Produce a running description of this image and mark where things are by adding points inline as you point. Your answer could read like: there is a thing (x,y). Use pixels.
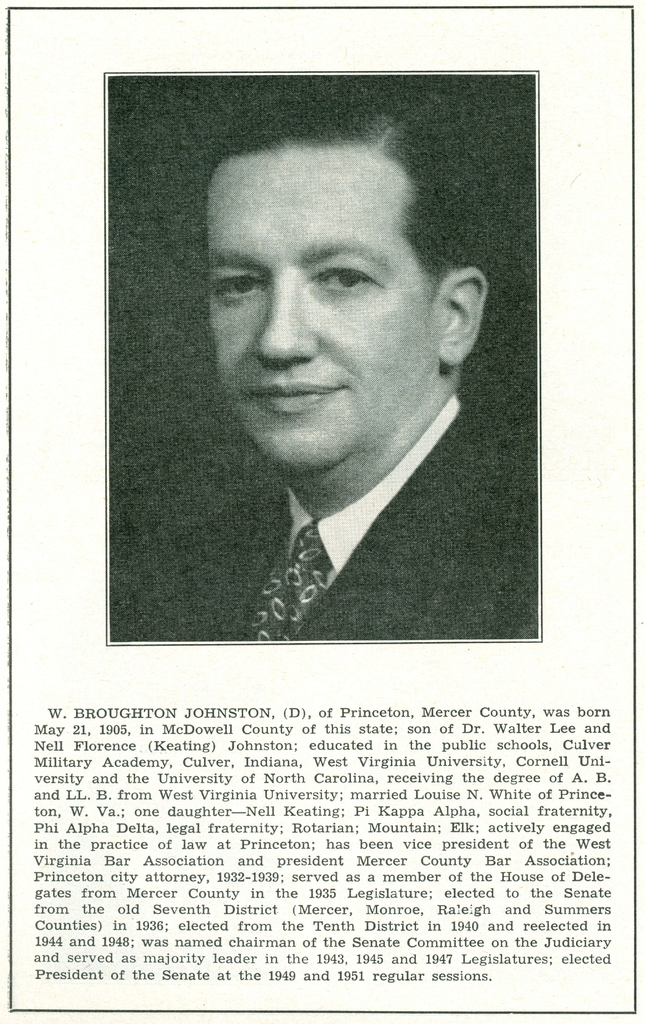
In this image I can see a person's photo (406,461) and a text (479,728). This image looks like a photo frame (629,671).
